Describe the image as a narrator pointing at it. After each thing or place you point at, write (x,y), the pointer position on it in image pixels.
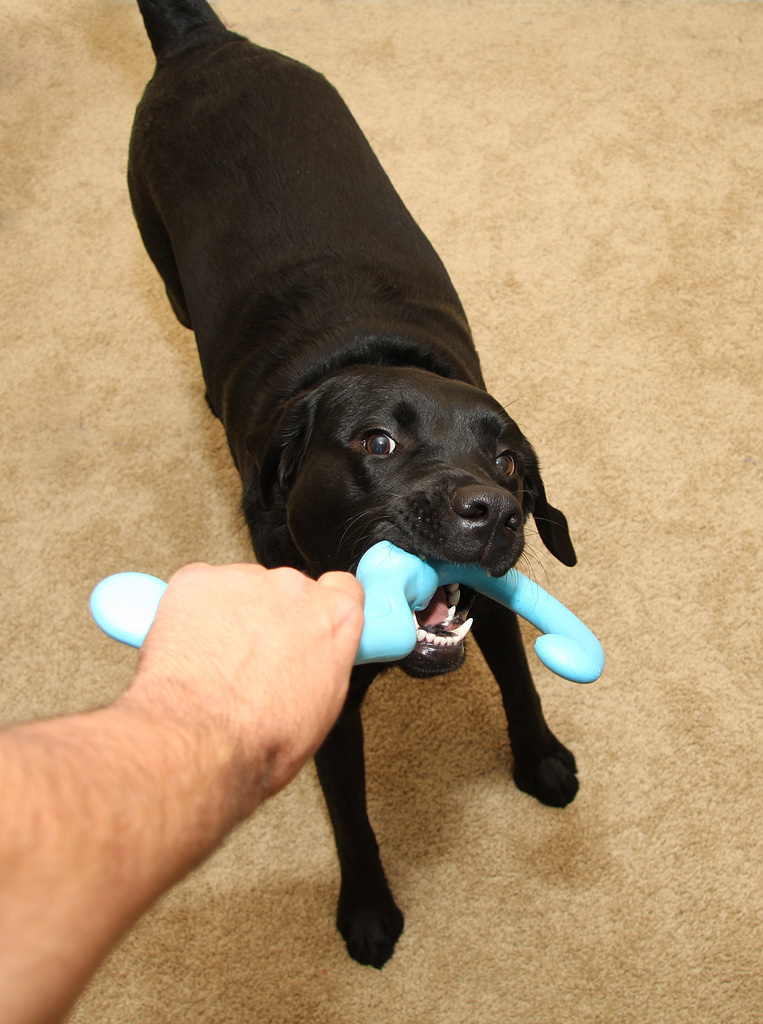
In this image we can see a person's hand (279,649) holding an object (426,590) and dog (456,659) biting an object (389,636).
